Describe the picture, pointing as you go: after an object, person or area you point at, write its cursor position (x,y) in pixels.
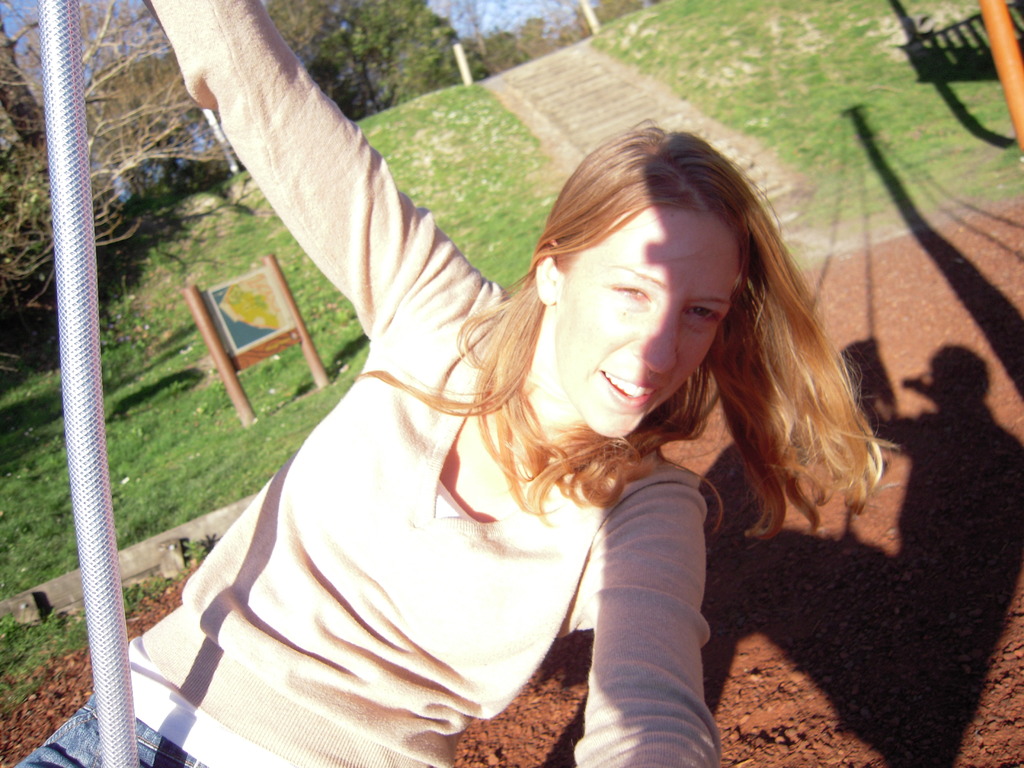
In this image there is a girl (312,489) holding a pole (95,316), a reflection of a person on the swing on the ground (888,306), there are few trees (408,80), poles (233,373), a board (234,345) with an image (242,327) and the sky (21,51).
